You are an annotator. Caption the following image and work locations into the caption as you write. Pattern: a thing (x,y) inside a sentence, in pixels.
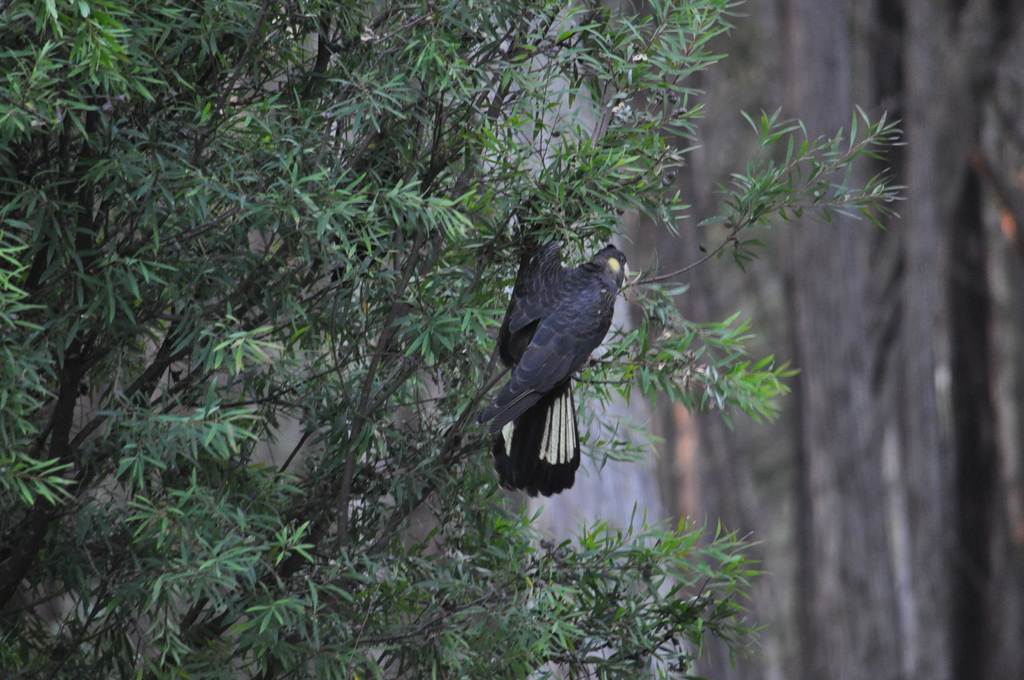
In the image there is a tree (364,245) and a bird (568,330) is laying on the branch (672,375) of the tree (58,345).
